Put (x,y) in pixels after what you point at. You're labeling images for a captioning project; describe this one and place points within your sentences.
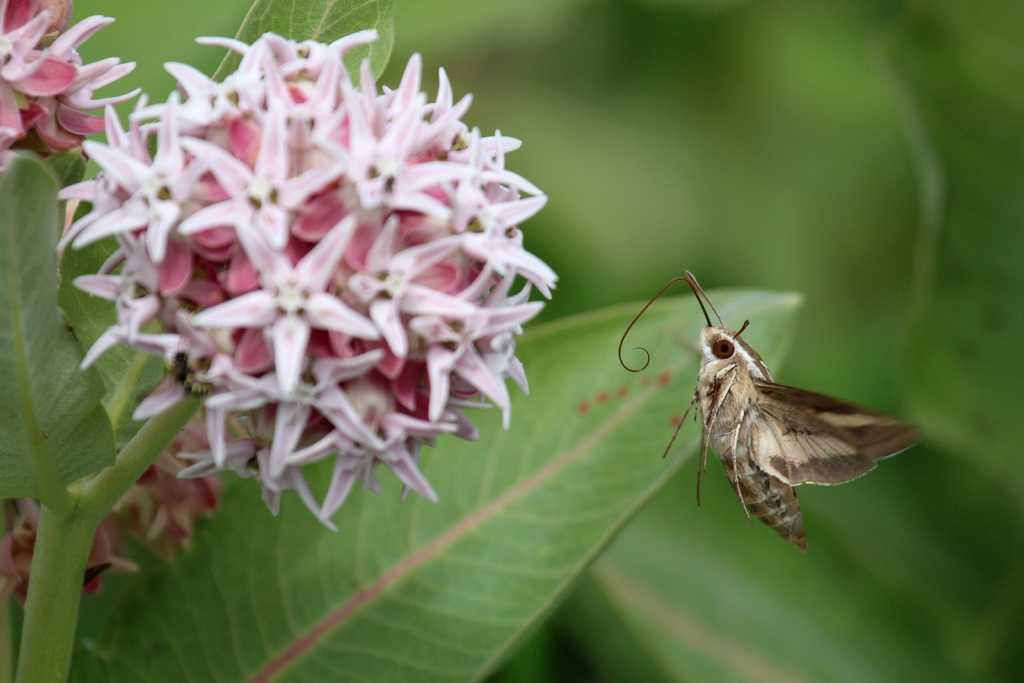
In this image we can see an insect (714,404), there are flowers (192,207), and a plant (356,639), and the background (1010,524) is blurred.
